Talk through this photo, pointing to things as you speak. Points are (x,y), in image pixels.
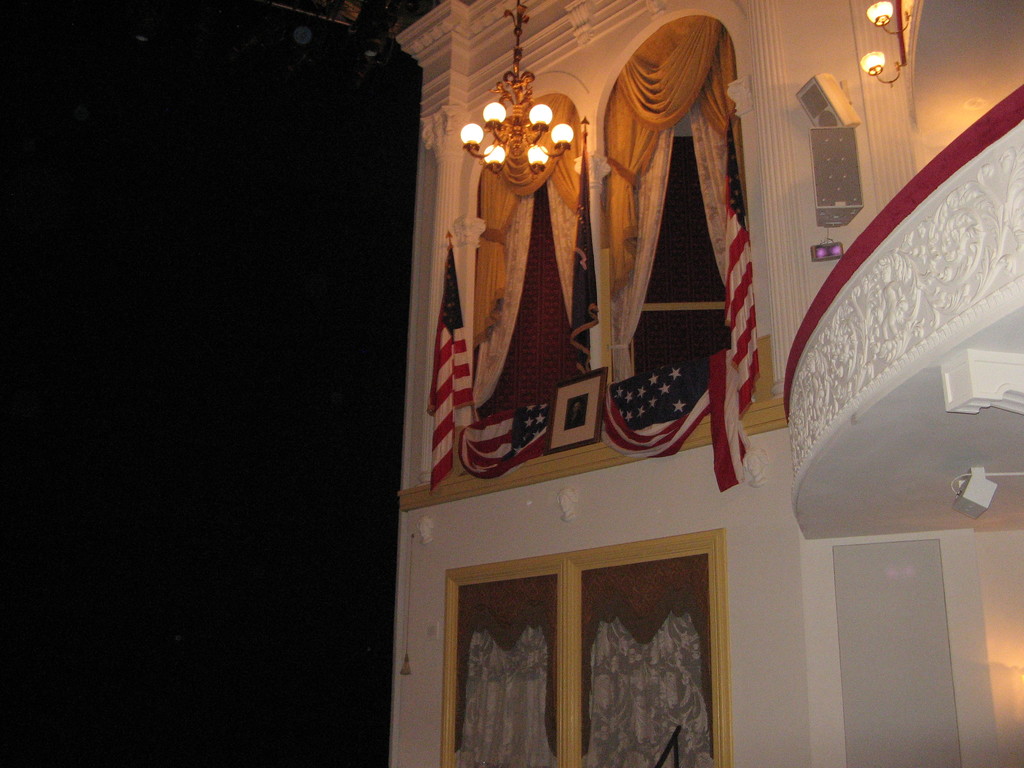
In this image we can see the building (544,353) with the flags (715,354), curtains (691,21) and also the lights (506,116). On the left (224,287) we can see the black background (135,119).
